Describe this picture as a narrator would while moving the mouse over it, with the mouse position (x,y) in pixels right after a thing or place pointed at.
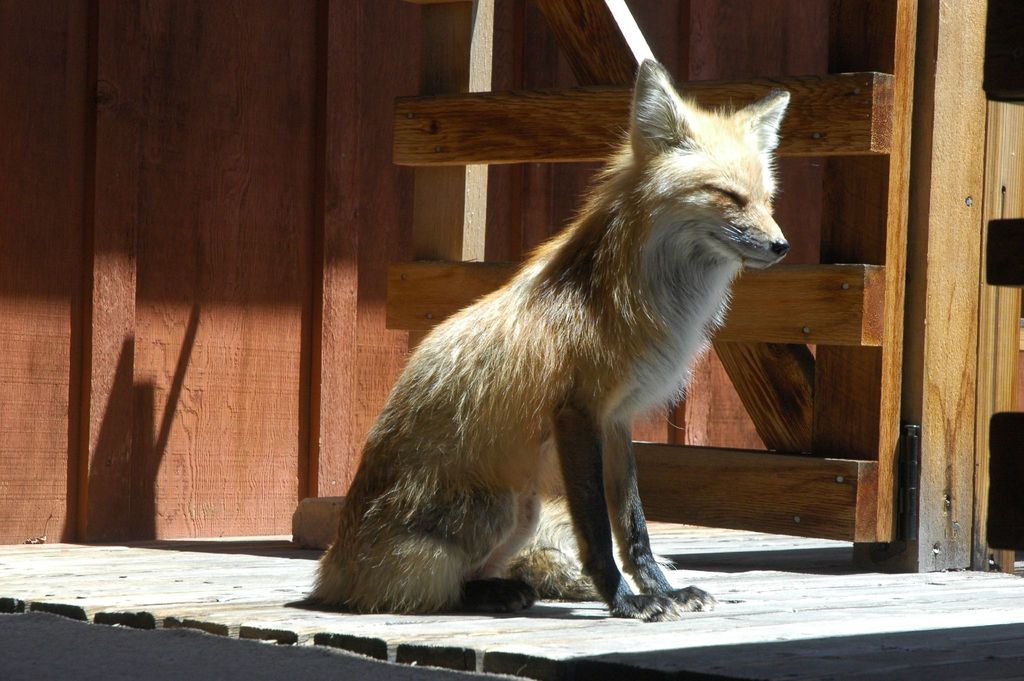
In this picture, we see a fox (420,414). Beside that, we see the wooden railing (864,314). In the background (324,284), we see a wooden wall (338,349) which is brown in color. At the bottom (684,623), we see the wooden floor (745,589).
